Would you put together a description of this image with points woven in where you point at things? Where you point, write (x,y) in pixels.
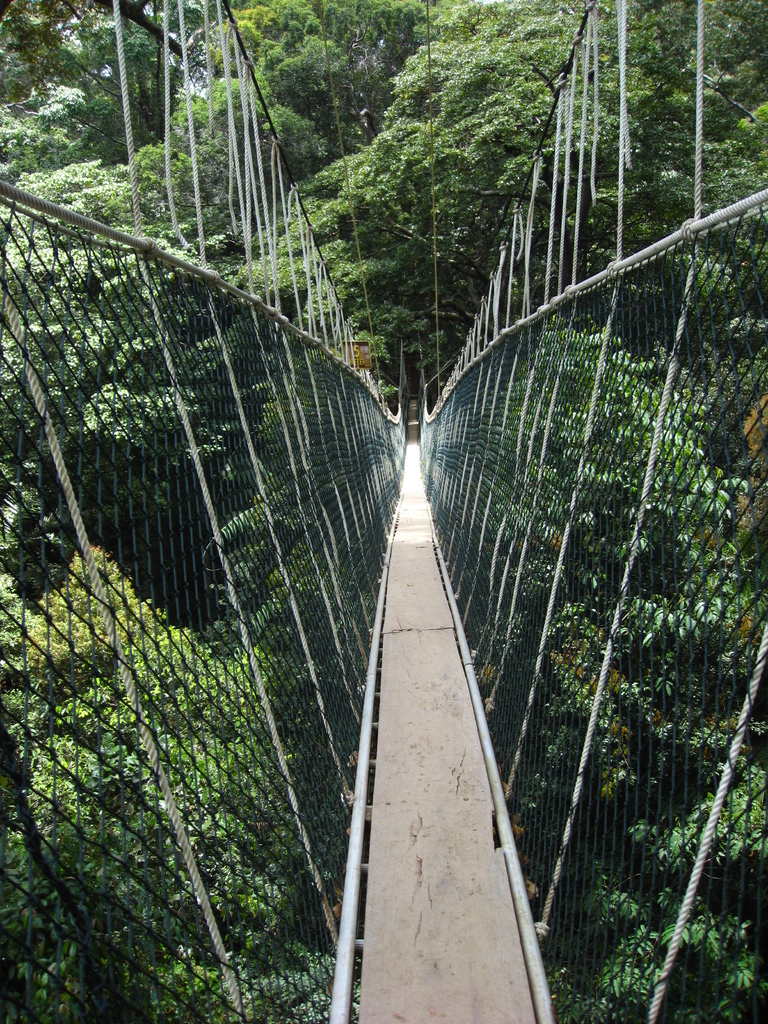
In the picture I can see a bridge (384,667). In the background (463,204) I can see trees (448,231). The bridge (399,808) have nets (674,608) on both sides.
